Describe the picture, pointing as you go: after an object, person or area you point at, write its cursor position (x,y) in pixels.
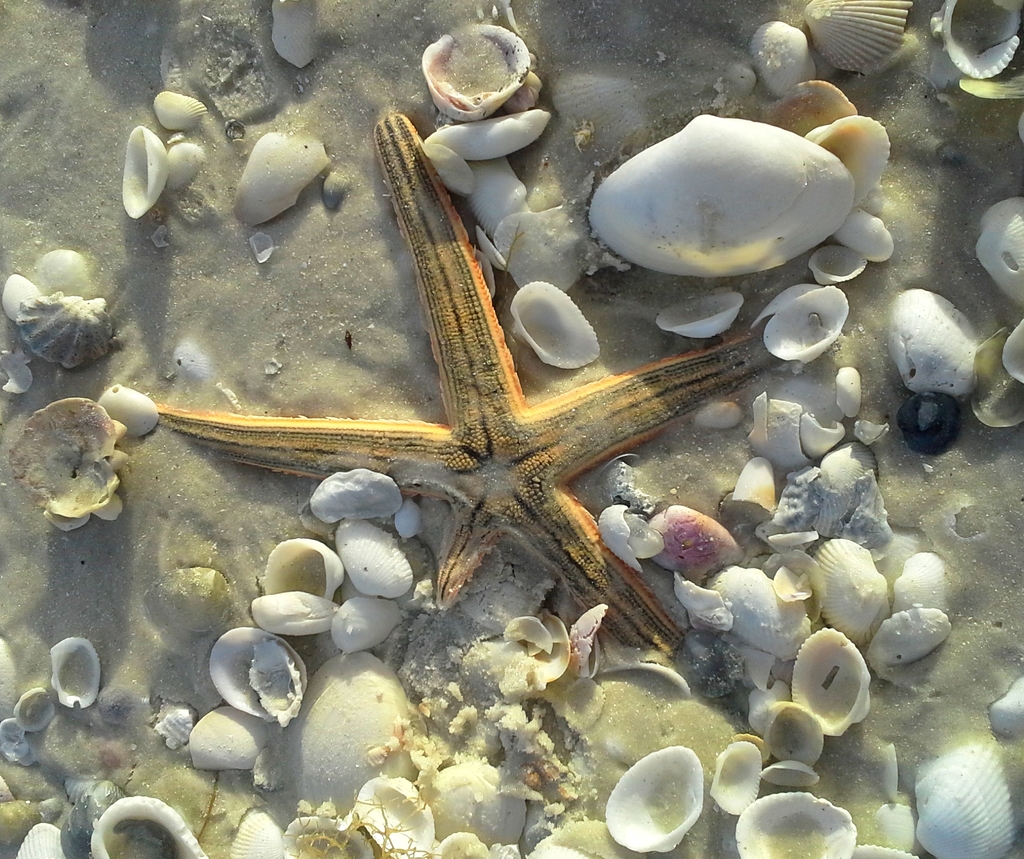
In this picture I can observe starfish (480,375) which is in yellow color. There are white color shells (335,554) on the ground (232,200). I can observe different sizes of shells (706,168) in this picture.
